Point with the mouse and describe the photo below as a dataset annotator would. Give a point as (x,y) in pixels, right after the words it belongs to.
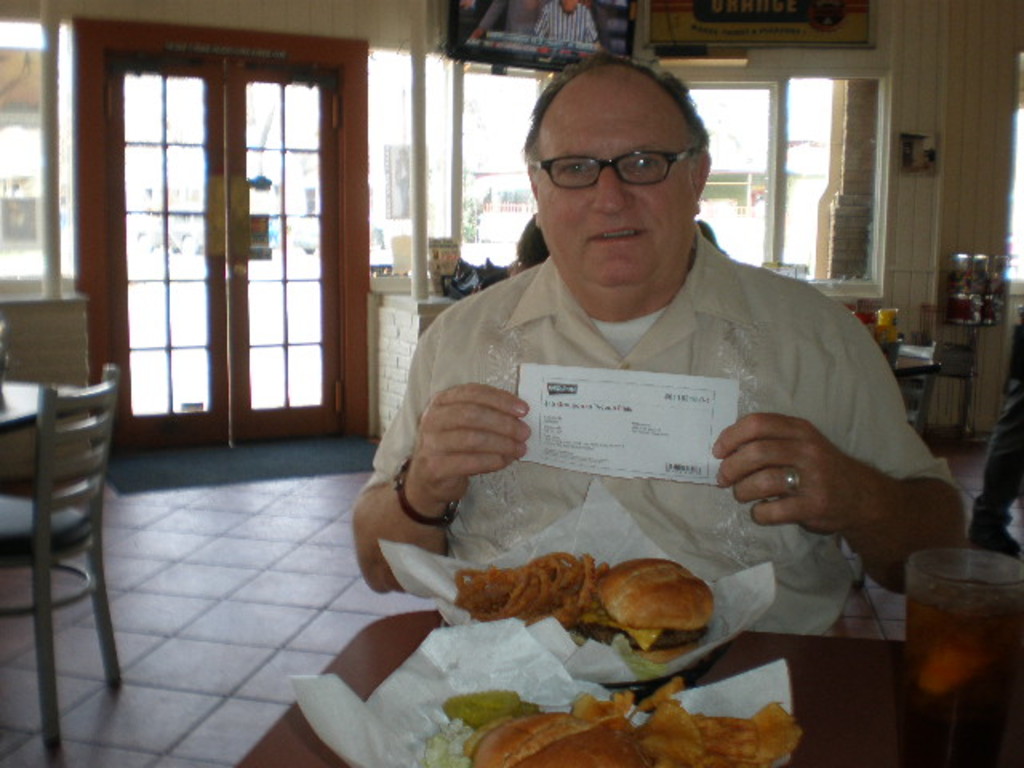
In this picture I can see a man (596,326) who is holding a paper (580,427) in his hands (467,445) and I see a table (837,691) in front of him, on which there is food (596,599) and a glass (965,659). On the left side of this image (54,447) I see a table (25,417) and a chair (49,446). In the background (285,253) I see the doors (195,107), a TV (523,27) and few other things (869,305) and I see the wall (896,195).
